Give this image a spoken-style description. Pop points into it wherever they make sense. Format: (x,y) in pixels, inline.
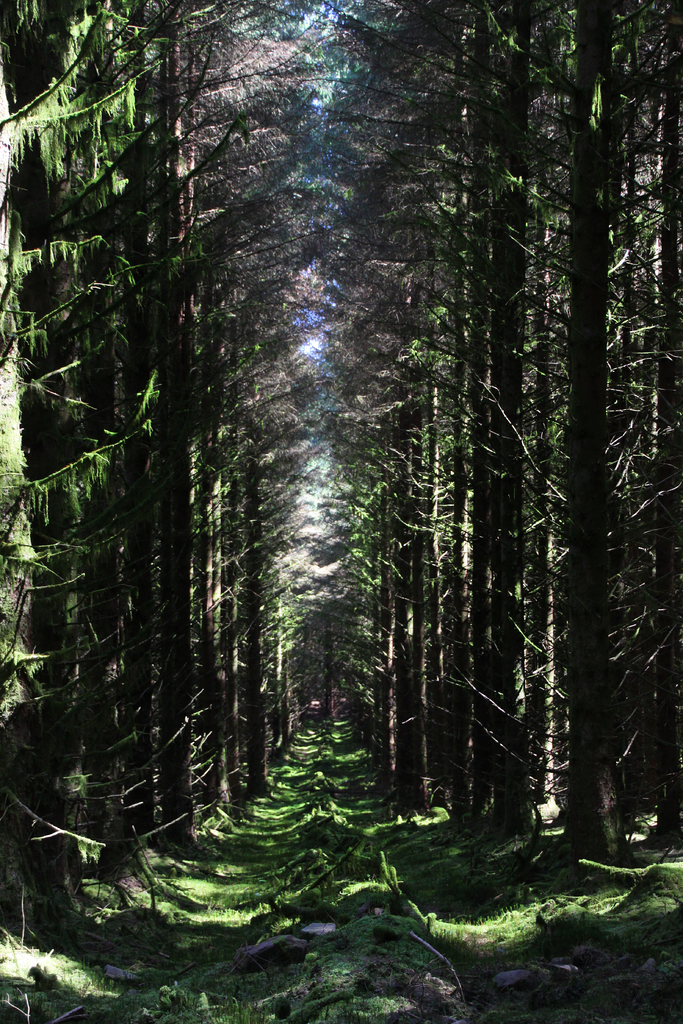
There are trees (454,574), plants (360,777) and grass (652,918) on the ground (376,821). In the background (306,346), there are clouds (306,346) in the blue sky (316,326).
